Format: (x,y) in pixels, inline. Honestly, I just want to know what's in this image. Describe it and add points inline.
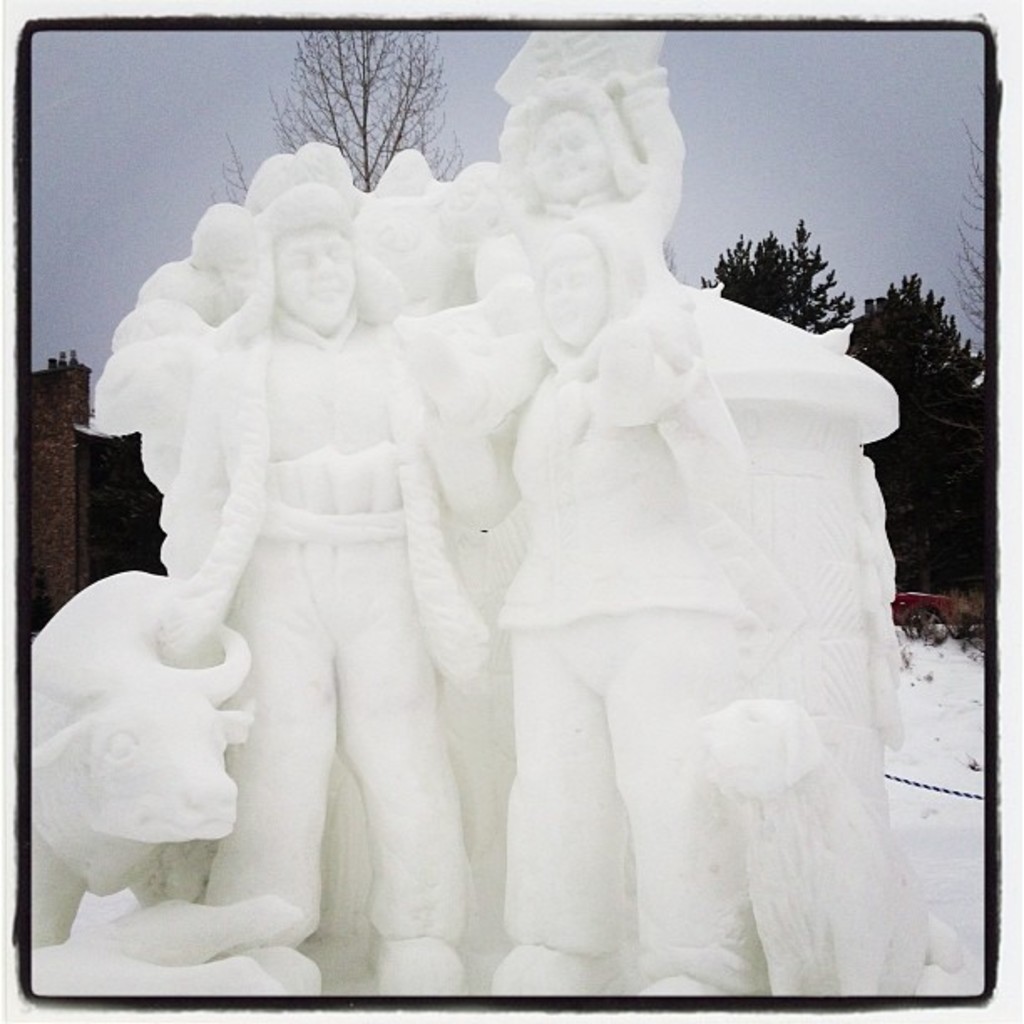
In the image in the center, we can see statues (511,483). In the background (67,108) we can see the sky (854,310), trees (930,517) and snow (922,682).
